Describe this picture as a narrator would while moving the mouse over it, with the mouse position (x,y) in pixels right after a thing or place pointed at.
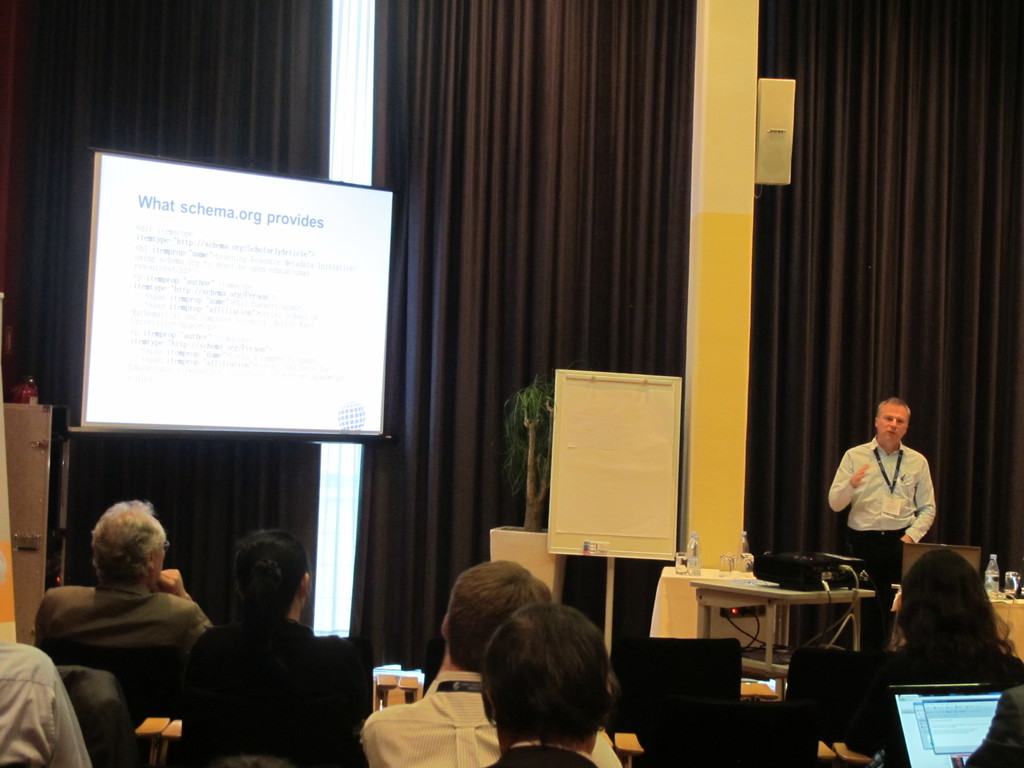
In this picture we can see a group of people (405,752), here we can see laptops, bottles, projector screen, projector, houseplant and some objects (173,695) and in the background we can see a curtain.
